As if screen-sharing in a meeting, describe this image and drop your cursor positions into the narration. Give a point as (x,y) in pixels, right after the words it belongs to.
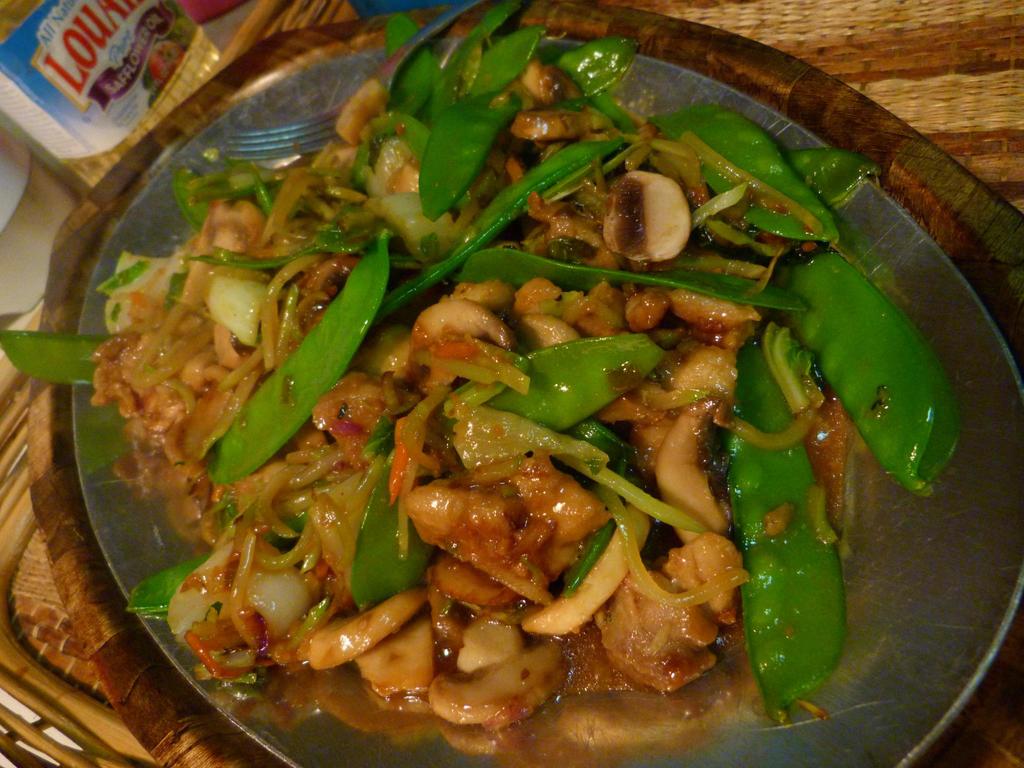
In this image, we can see some food (473,414) and fork (296,128) on the plate (990,550). Here we can see wooden objects (133,648). On the left side (120,143) corner, we can see few things (123,78) and sticker (109,45).
